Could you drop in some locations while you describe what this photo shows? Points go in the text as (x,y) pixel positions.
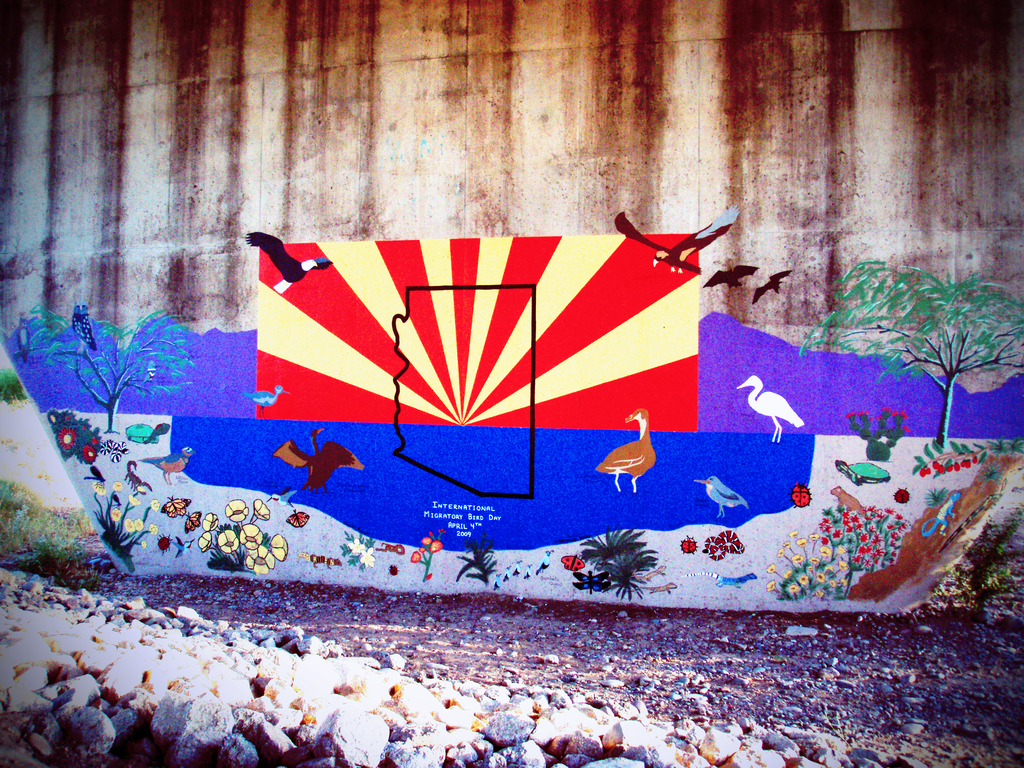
As we can see in the image, there is a wall (719,322). On wall (750,433) there is a painting (570,281). On painting (267,296) there are birds (287,278), flowers (261,545), plants (601,547) and in the front (20,637) there are rocks (262,661).
